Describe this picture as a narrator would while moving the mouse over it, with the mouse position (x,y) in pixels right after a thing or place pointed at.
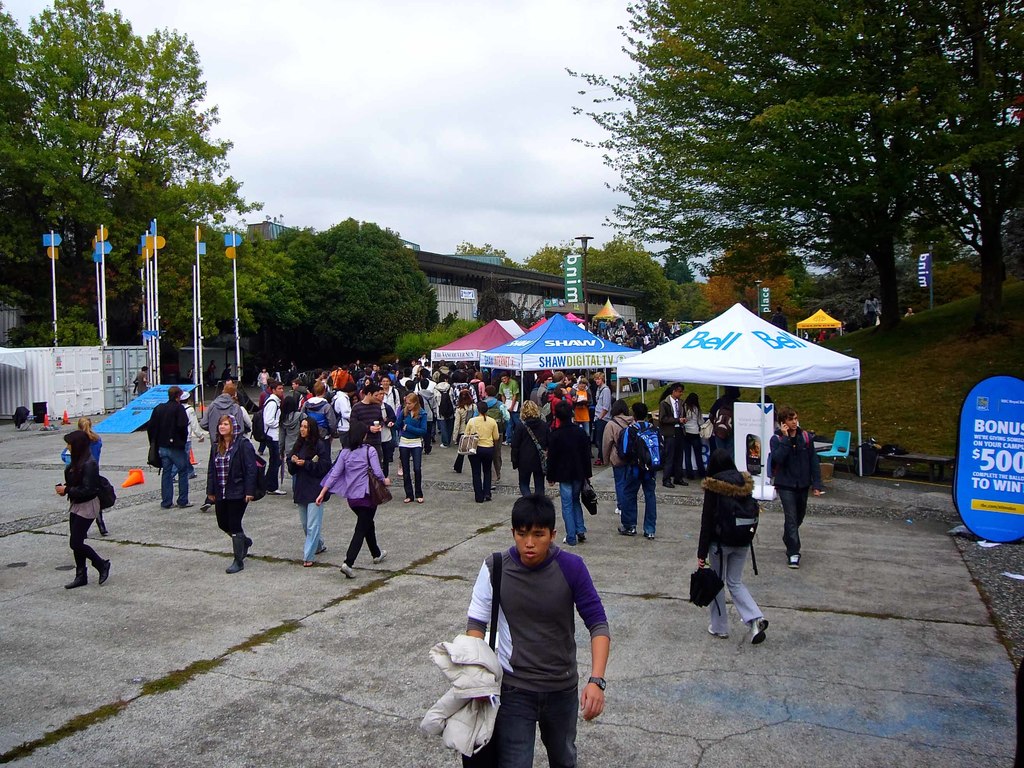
In this image, there are a few people (587,584), trees (201,215), tents (635,372), poles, boards (1000,410) with text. We can see the ground (395,711) with some objects (117,416). We can also see the building (518,287) and the sky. We can also see some grass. We can see some white colored objects (64,370).
